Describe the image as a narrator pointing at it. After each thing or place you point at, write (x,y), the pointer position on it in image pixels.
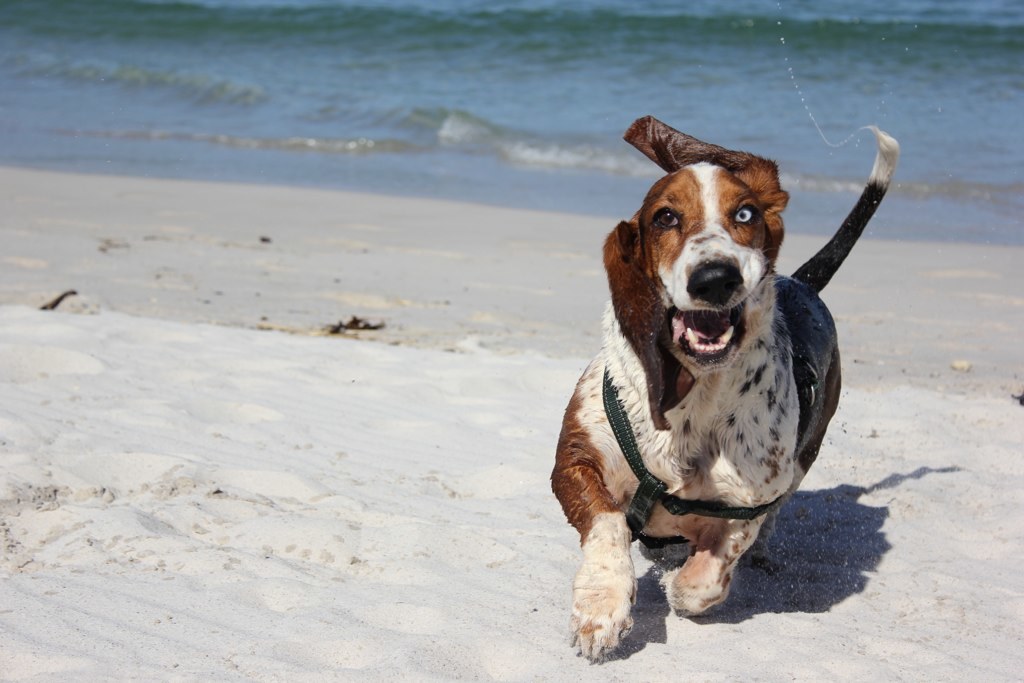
In this image in the foreground (687,407) there is one dog (720,426), and at the bottom (415,543) there is sand (286,465) and in the background (929,139) there is a sea (356,118).
